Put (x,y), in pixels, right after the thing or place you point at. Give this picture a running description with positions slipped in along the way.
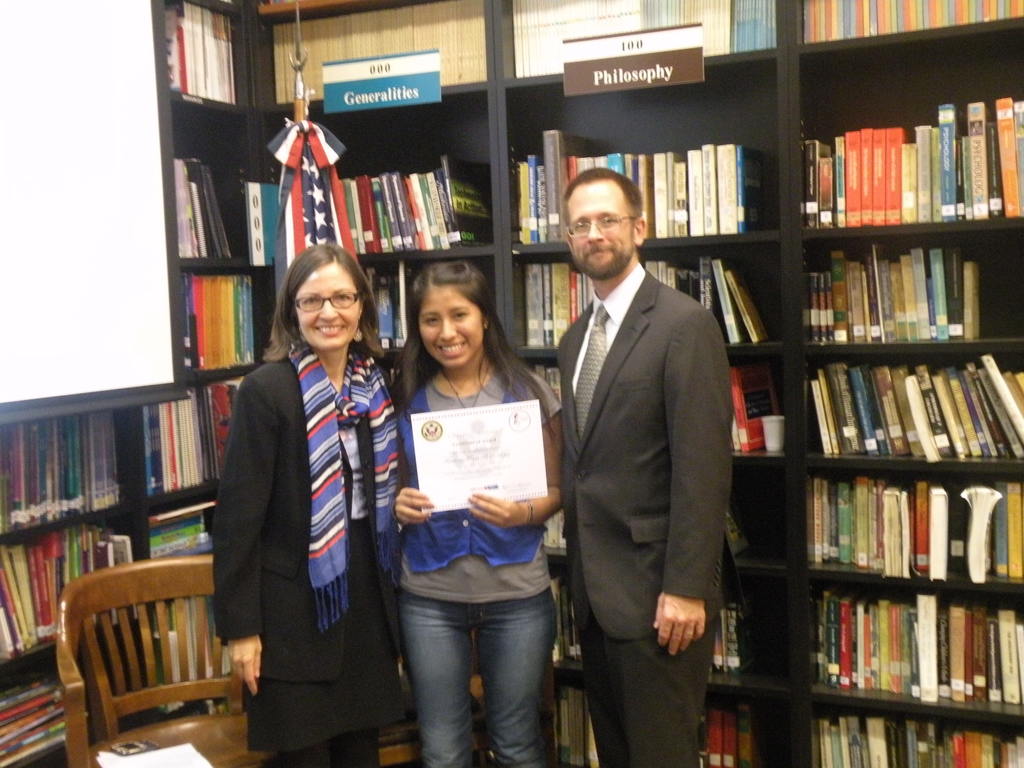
In this picture there is a man (639,299) smiling, there are also two women (358,317). Both are smiling and one of them is holding a certificate (428,489) behind them there are book shelf (862,232) in which books (882,368) are placed.
